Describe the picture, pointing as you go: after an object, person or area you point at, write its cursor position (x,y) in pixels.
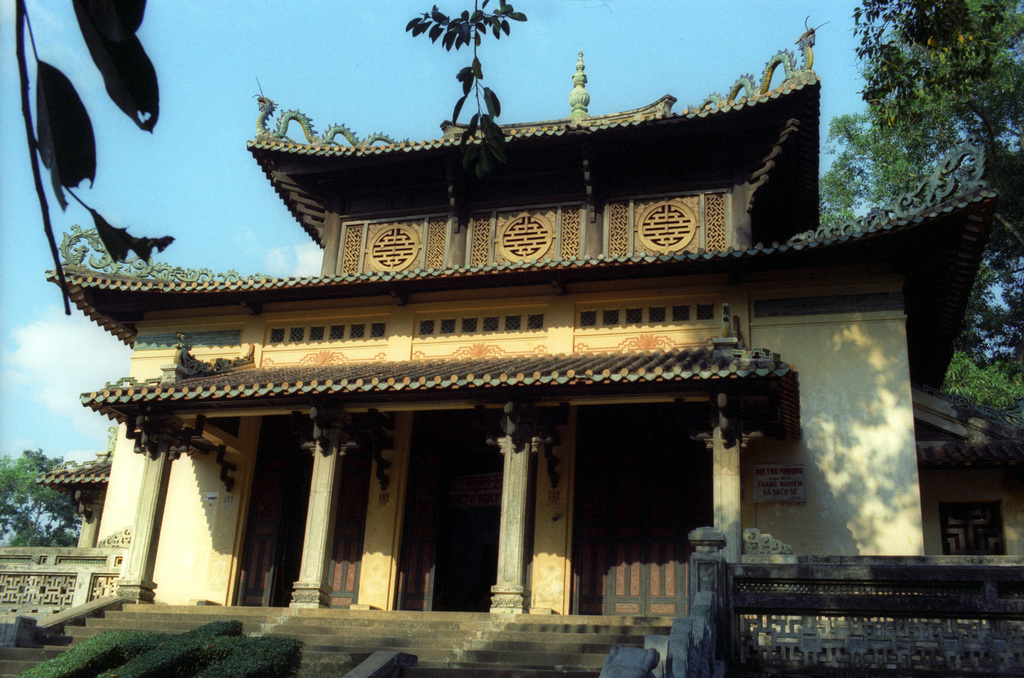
In this image we can see there is a building (715,479). There are walls (1010,589), trees (990,251) and bushes (157,652). In the background (248,226) we can see the sky (198,128).
